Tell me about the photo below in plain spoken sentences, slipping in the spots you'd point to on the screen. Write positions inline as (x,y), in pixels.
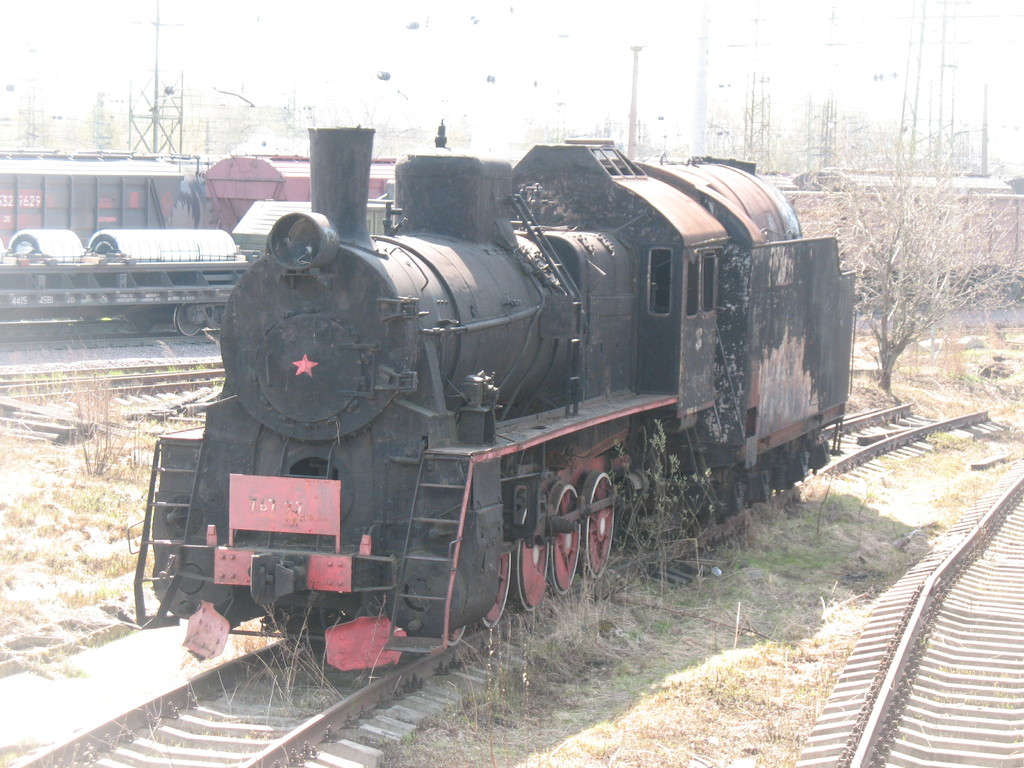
In the image there are railway tracks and on the tracks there are trains (742,226), in between the train railway tracks (902,604) there is grass (696,594) and behind the first train (648,314) there is a tree (880,315) and in the background (706,80) there are some towers (912,145).
